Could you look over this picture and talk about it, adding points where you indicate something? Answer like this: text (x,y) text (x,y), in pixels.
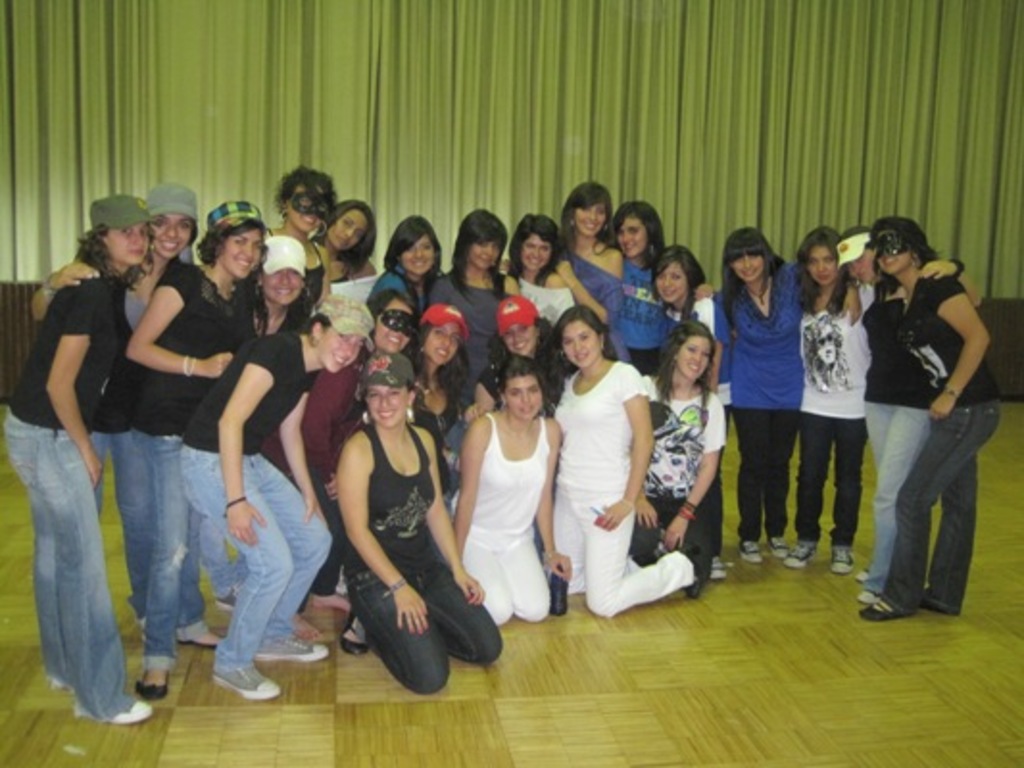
Here in this picture we can see a group of people (385,262) standing and kneeling down on the floor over there and we can see some people (313,368) are wearing caps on them and all of them are smiling and behind them we can see a curtain (815,81) present over there.
